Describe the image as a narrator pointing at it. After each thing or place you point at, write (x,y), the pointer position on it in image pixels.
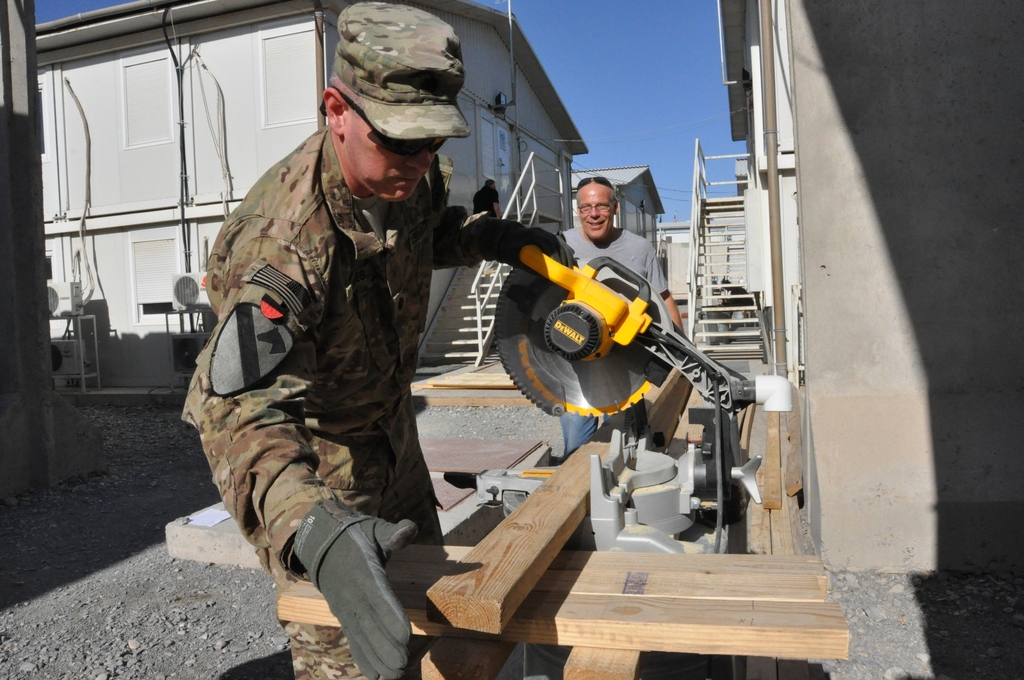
In this image, we can see people (435,157) and one of them is wearing uniform (250,388), cap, glasses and gloves (338,561) and holding a machine (565,321). In the background (489,340), there are stairs (727,217) and we can see sheds (652,183), pipes (220,100) and there is wood (531,582). At the bottom (110,598), there is ground (162,567) and at the top (601,72), there is sky (601,72).
